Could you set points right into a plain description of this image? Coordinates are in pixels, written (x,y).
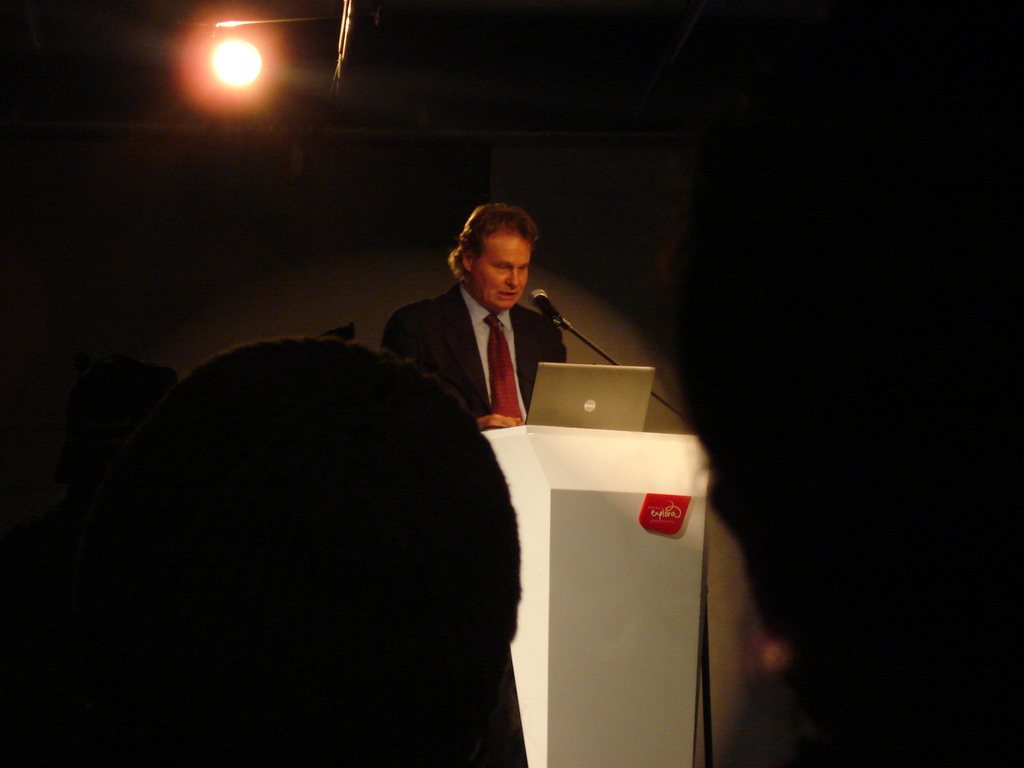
In this image we can see this person (537,358) wearing blazer (524,337), shirt (516,347) and tie (505,364) is standing near the podium (655,468) upon which we can see laptop (605,400) and mic (554,316) are kept. The background of the image (208,99) is dark and here we can see a light (239,87).
